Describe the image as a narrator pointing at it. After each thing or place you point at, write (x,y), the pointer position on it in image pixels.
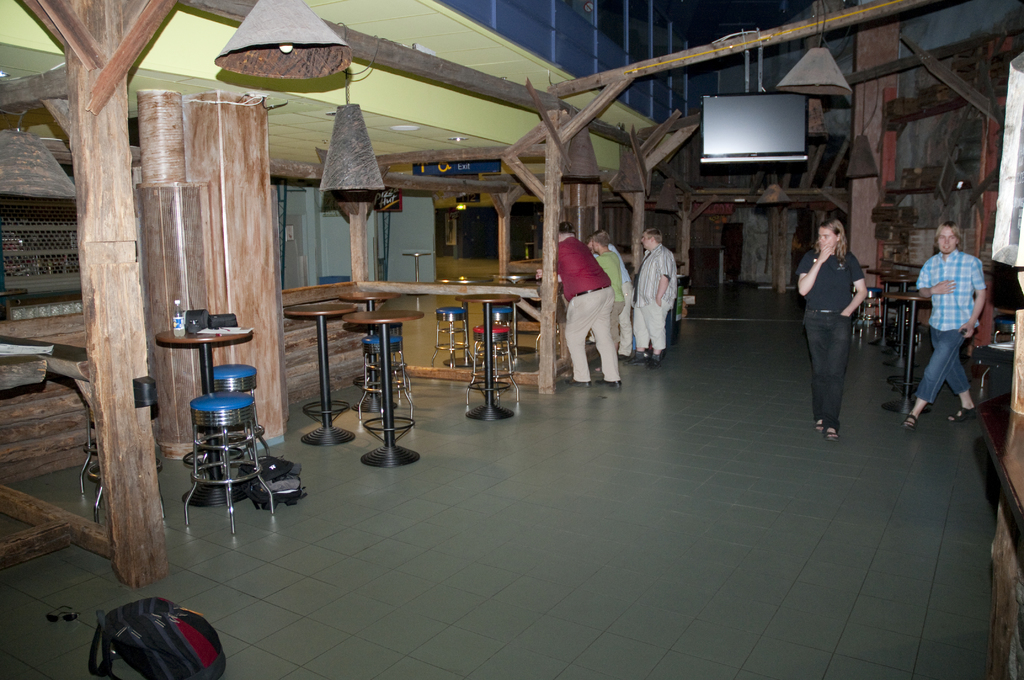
In this picture there is a inside view of the restaurant (595,425). Behind there is a group of man (627,294) standing on the left side (206,370) and some blue color stool chairs (395,358) and tables (371,309). On the right side (844,280) we can see a woman (845,310) wearing black t-shirt (843,289) and track (839,347) is walking. On the top (579,82) we can see the wooden rafters (576,110) and hanging lights (283,72).
